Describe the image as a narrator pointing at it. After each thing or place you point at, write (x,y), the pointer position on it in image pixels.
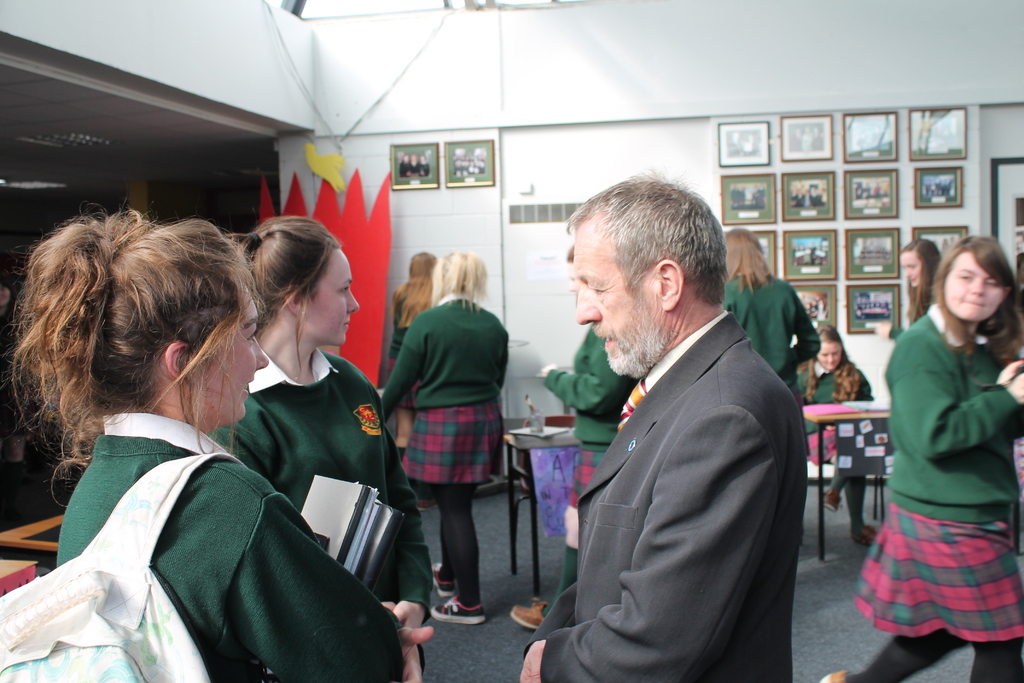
In the middle of the image (644,426) few people (581,207) are standing. Behind them there is a table (516,447), on the table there are some papers (852,401) and books (865,401). Behind the table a woman (825,337) is sitting. Behind her there is a wall (856,354), on the wall (707,176) there are some frames (797,181).
